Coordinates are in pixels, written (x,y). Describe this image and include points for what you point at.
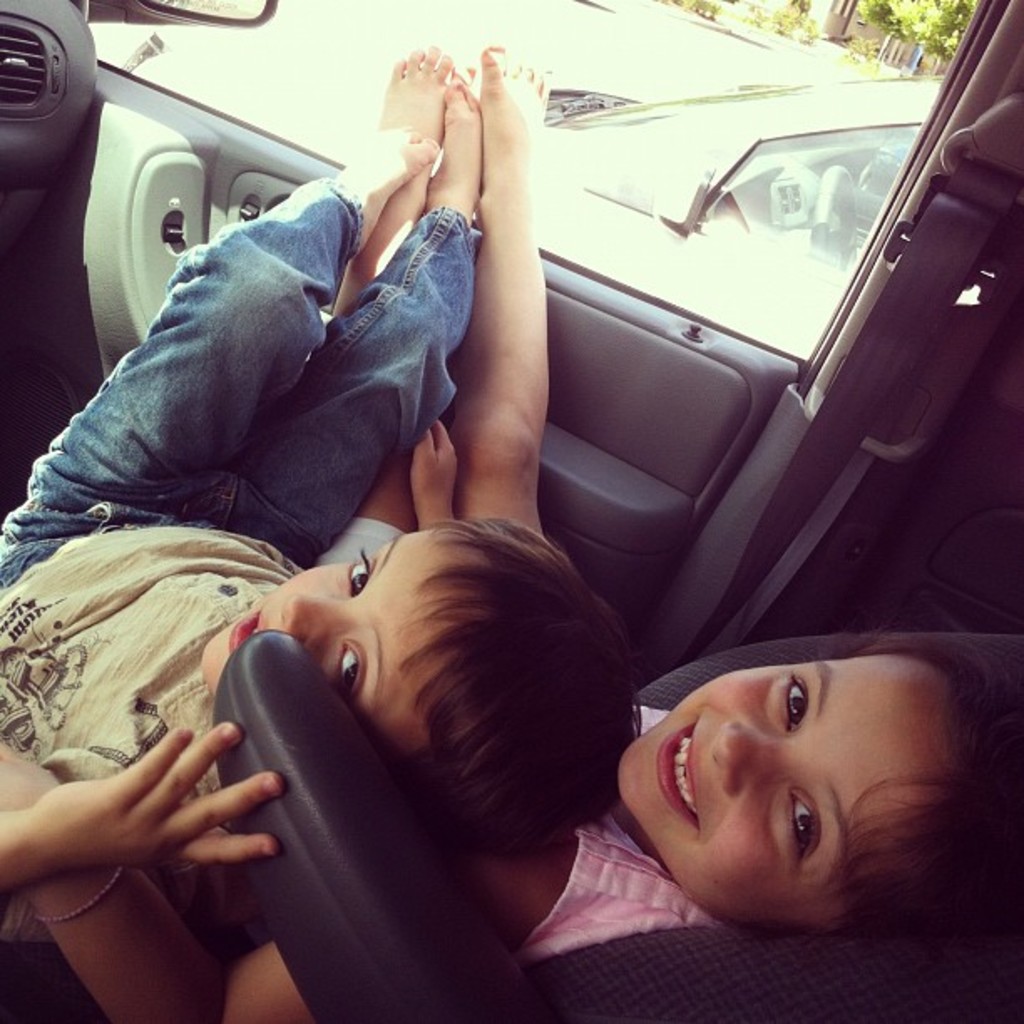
In this image, two kids (111,697) are sat on the seat (589,947). They are inside the vehicle (151,278). they are smiling. The top of the image (627,224), we can see few other vehicle (690,166), trees (963,26), plants (871,48), houses (840,31). The left side (221,21), we can see side mirror (207,21).
